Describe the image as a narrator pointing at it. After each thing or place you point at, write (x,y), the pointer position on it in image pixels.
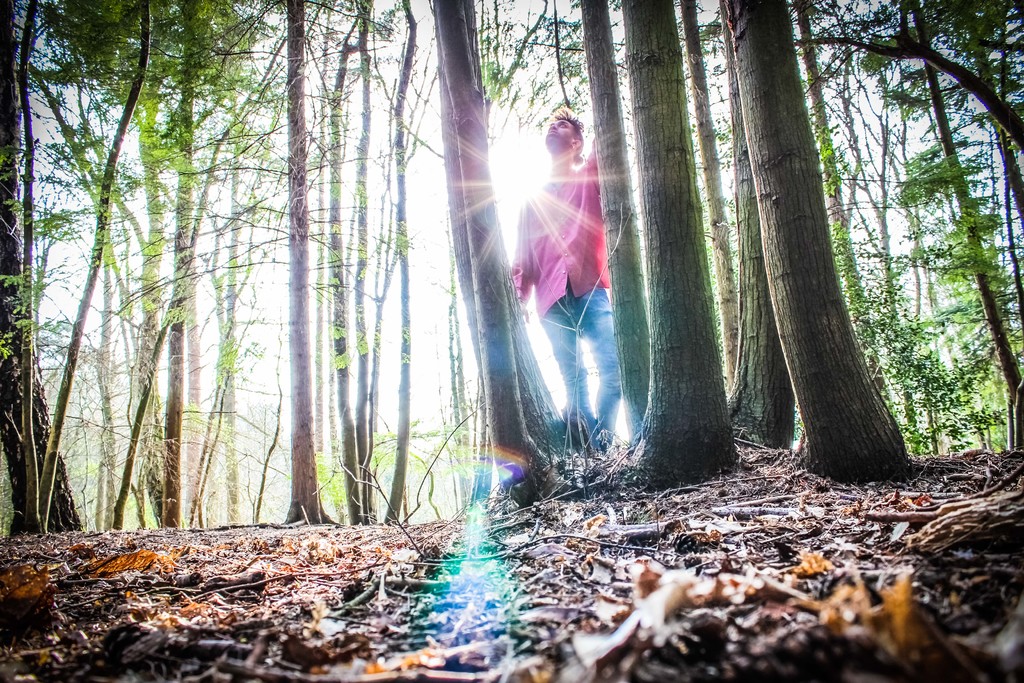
This picture is clicked outside. In the foreground (318,625) we can see the dry leaves (272,554) and the dry stems (920,518) are lying on the ground (365,539). In the center (579,289) we can see a person (572,230) wearing shirt (582,257) and standing and we can see the trees (402,270). In the background (413,213) we can see the sky (438,87) and the sunlight (541,164).
